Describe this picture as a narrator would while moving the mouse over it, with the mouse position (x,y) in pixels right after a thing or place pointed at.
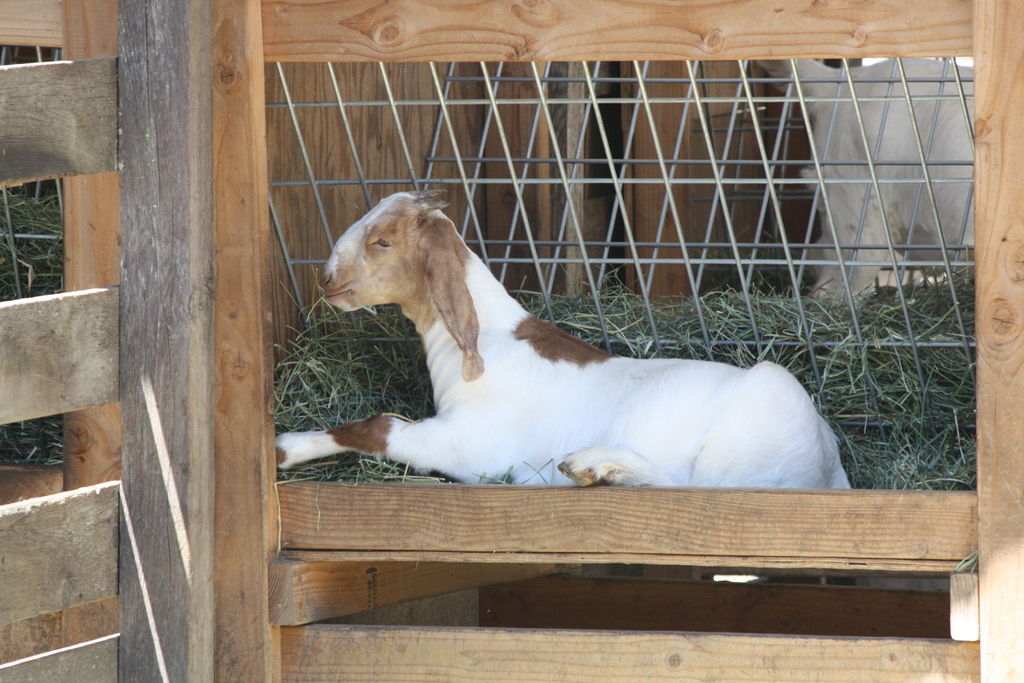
In this image I can see a white and brown colour goat (453,364). I can also see grass (799,328) and metal rods (607,155) in background (687,247).
